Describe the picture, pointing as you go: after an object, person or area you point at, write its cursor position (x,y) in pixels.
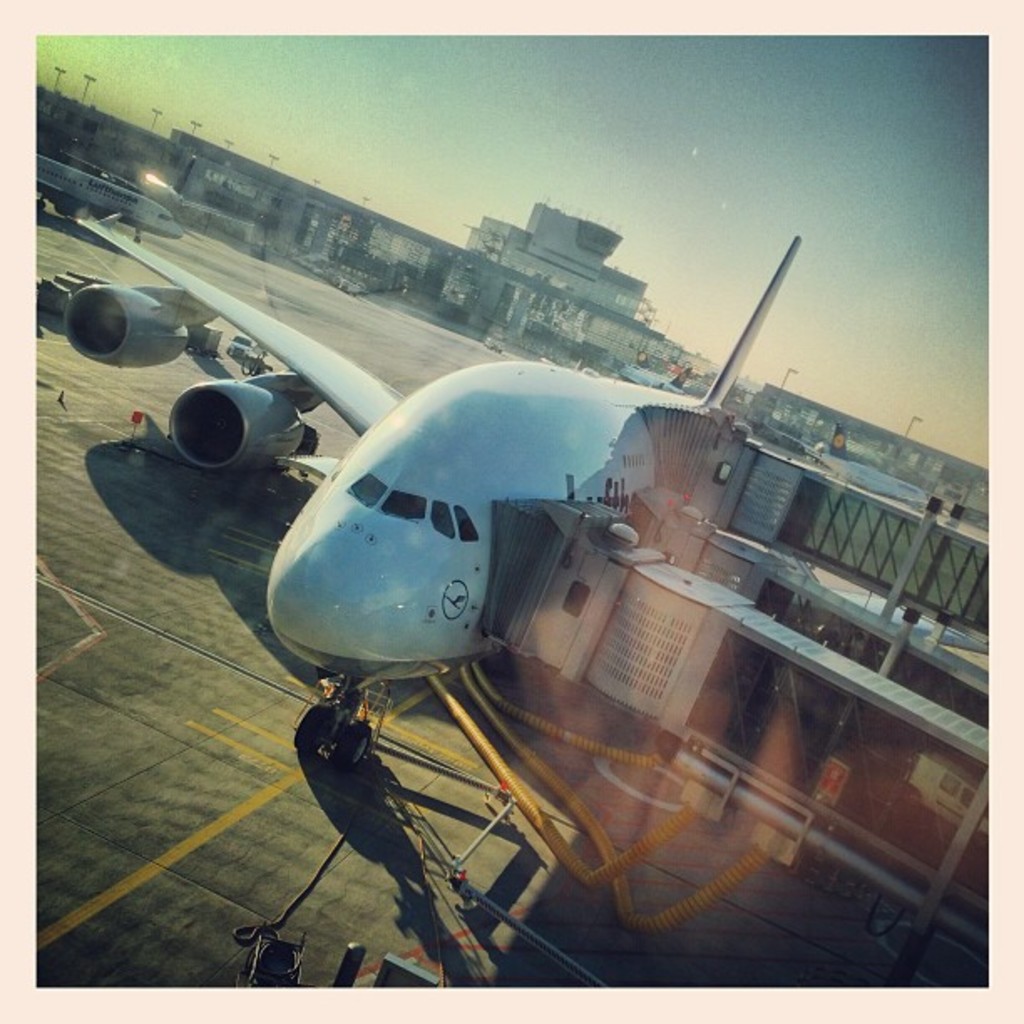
This picture consists of aircraft (596,472), a vehicle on the right side (813,523), in the middle (538,347) there is a building (57,112), in front of building (377,231) there is aircraft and poles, at the top (358,93) there is the sky (659,144).
